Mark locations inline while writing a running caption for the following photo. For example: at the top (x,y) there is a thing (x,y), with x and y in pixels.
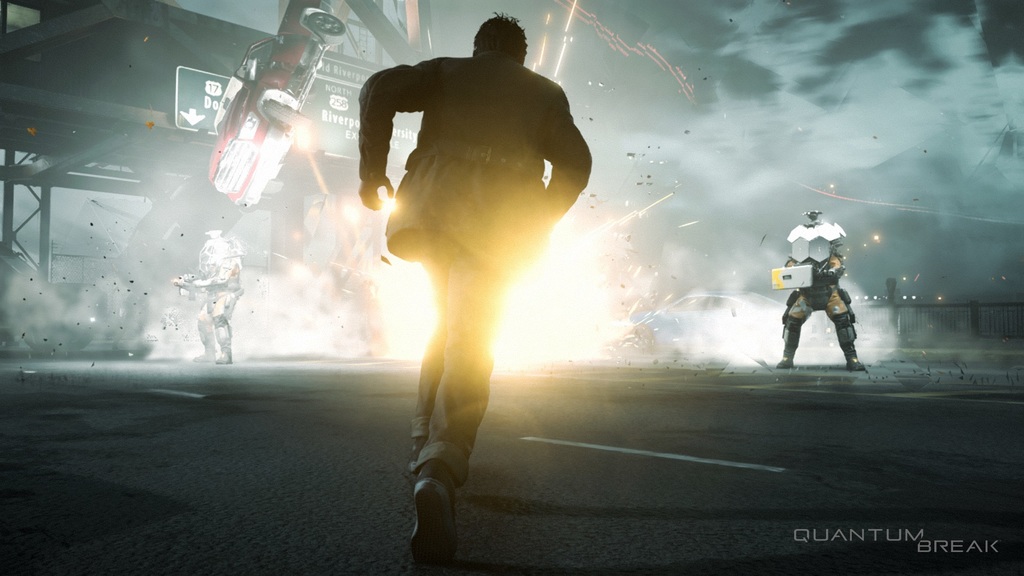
This is an animated image. A man (514,235) is running. There are 2 people (833,308) at the back (826,243) wearing costumes (217,265). There is a car (240,126), fire (540,310) and a hoarding (329,120). There is fence (913,313) at the right (913,313) back.
